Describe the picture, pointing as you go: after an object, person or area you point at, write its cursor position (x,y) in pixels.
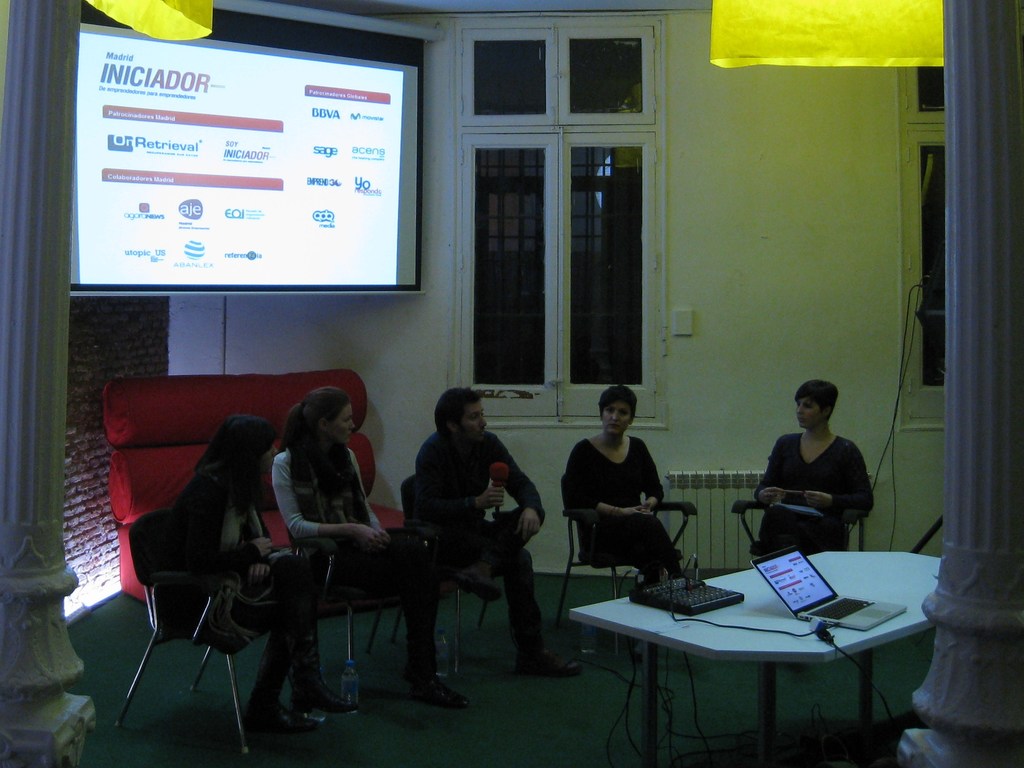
In this image I can see few people (438,546) are sitting on chairs (152,557). Here on this table (895,624) I can see a laptop (787,601) and in the background (107,288) I can see a projector's screen (246,155).
